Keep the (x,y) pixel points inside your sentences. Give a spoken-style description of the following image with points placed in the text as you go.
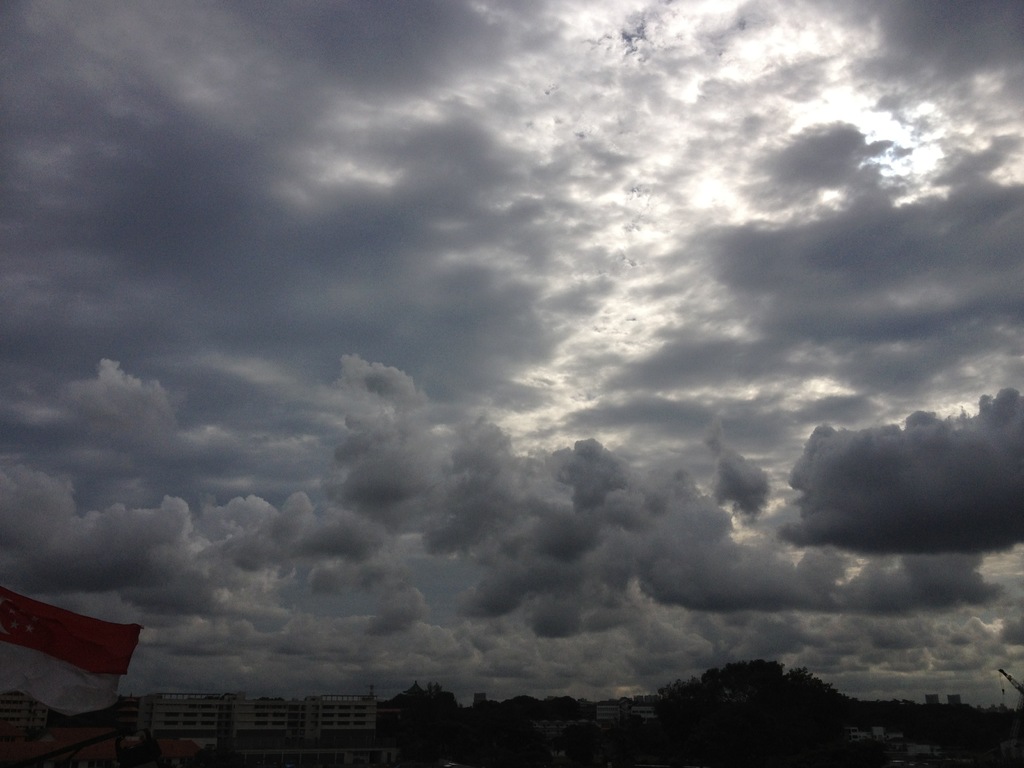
In this picture we can see trees (679,722) and buildings (351,736) at the bottom (201,725), on the left side (83,655) there is a cloth (80,677), we can see the sky (549,417) at the top of the picture (114,219).
